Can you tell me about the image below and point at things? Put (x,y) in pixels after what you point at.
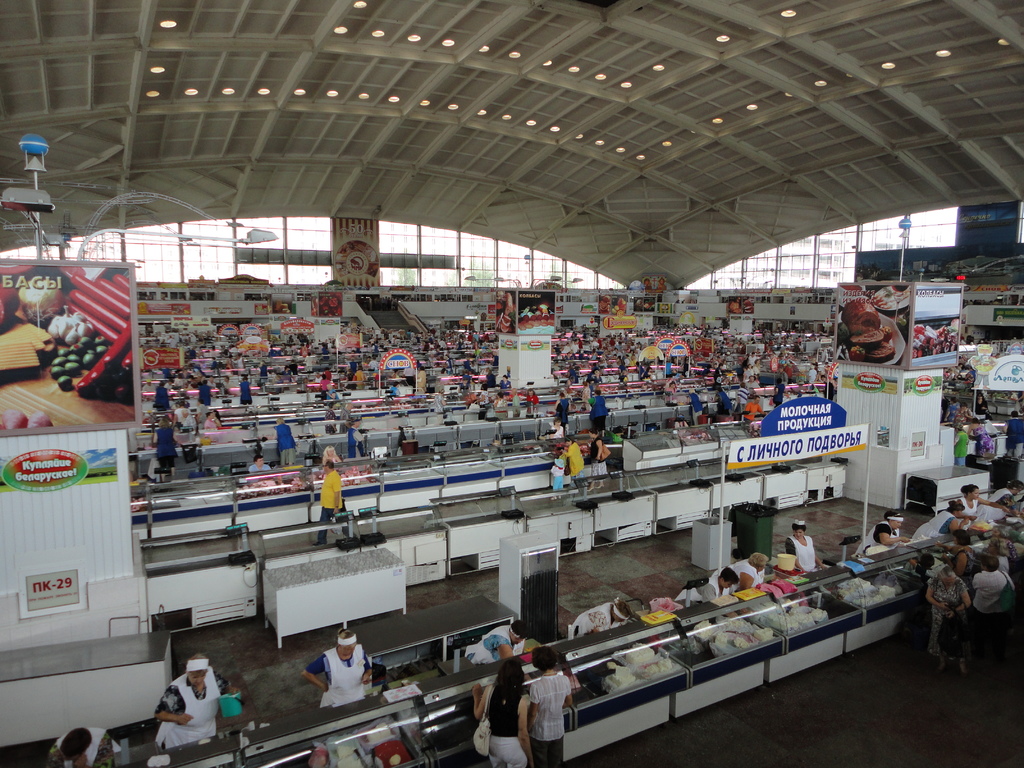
This image is taken inside a supermarket (180,640). There are many people (787,363) in this image.
